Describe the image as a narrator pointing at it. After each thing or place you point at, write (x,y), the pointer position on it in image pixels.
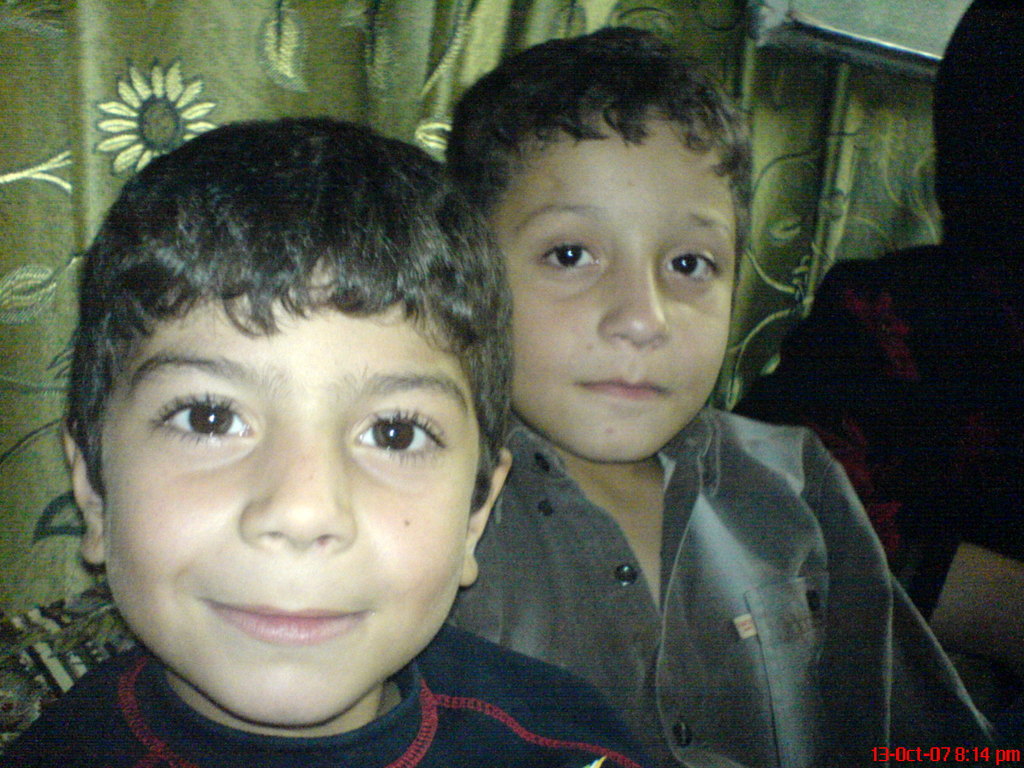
In the picture I can see two boys (250,742) and looks like the boy (388,360) on the left side (253,690) is smiling. These are looking curtains (771,78) in the background (880,223).
